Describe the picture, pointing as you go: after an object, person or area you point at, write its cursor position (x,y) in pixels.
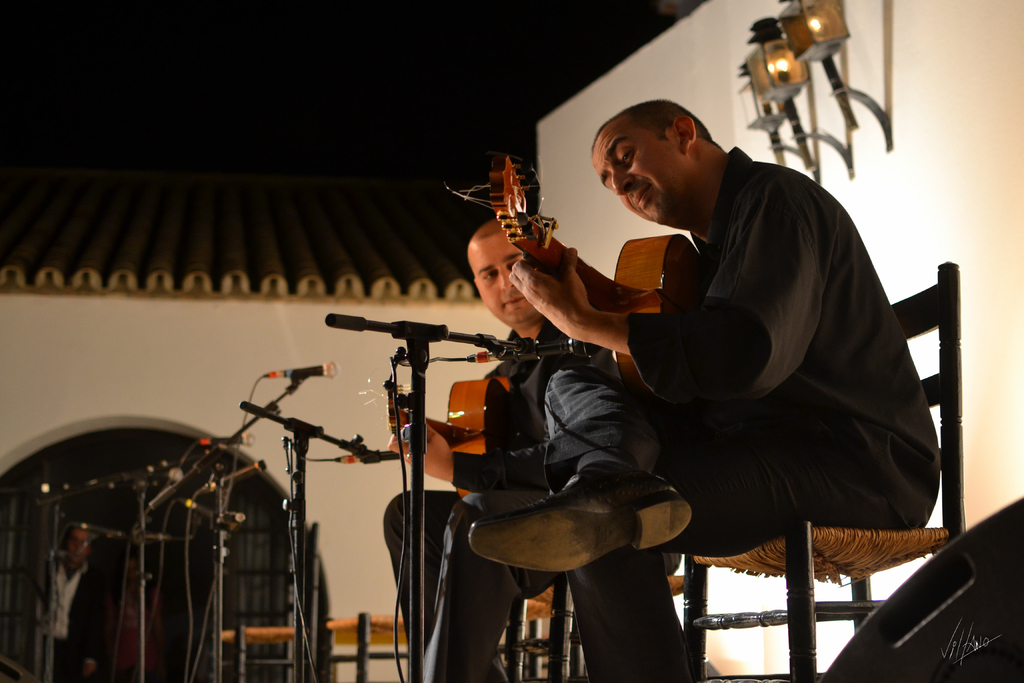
In the image we can see there are men (675,397) who are sitting and they are holding guitar (669,283) in their hand (408,459).
